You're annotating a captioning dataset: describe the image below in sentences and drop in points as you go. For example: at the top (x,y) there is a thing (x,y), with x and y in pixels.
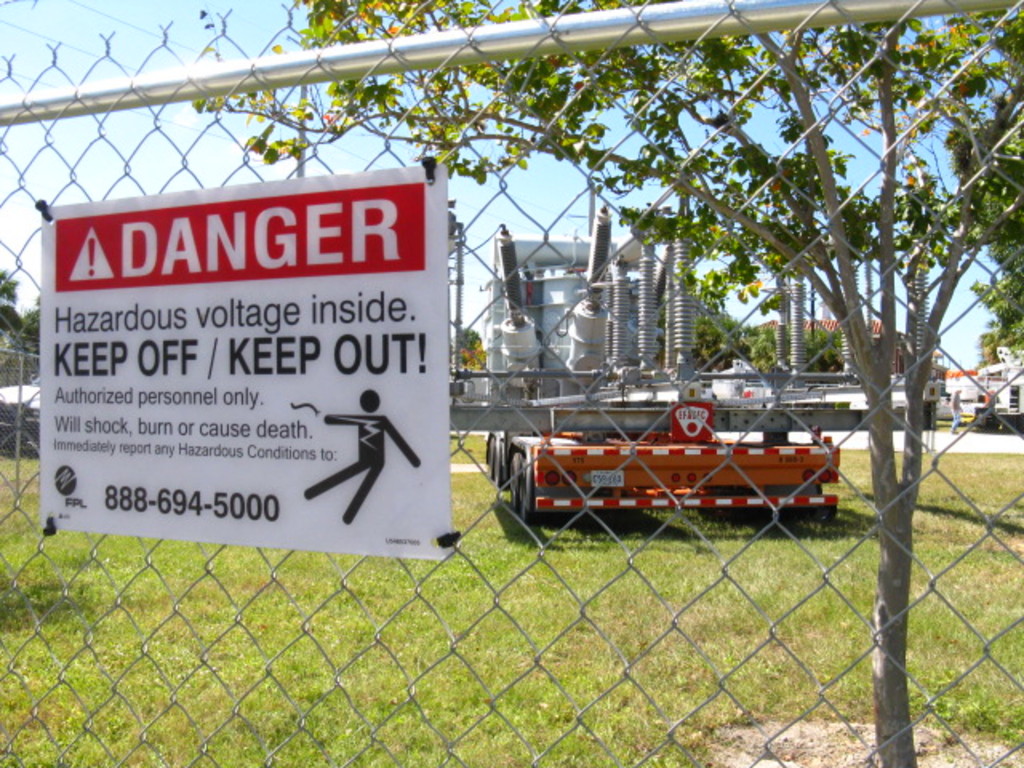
In this image I can see a fence (641,118) and I can see a notice paper (433,371) attached to the fence (665,490) and through the fence (628,119) I can see vehicle (676,392) and sky (973,351), tree (924,370), person (955,414) visible.
